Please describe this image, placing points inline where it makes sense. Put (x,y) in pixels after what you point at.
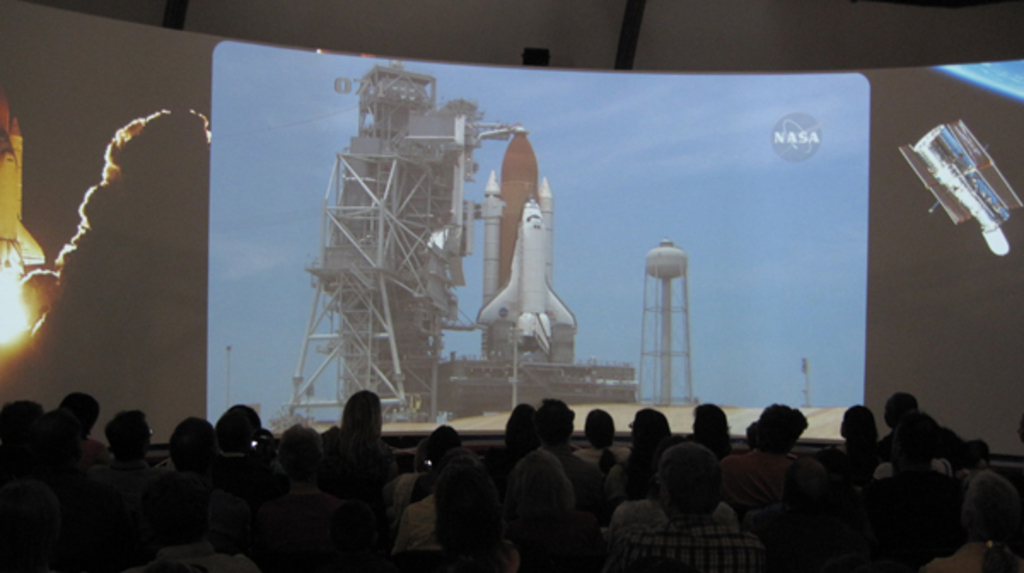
In this image, we can see a crowd (647,434) in front of the screen (636,193). On the screen (636,184), there is a rocket (536,266) launching.
